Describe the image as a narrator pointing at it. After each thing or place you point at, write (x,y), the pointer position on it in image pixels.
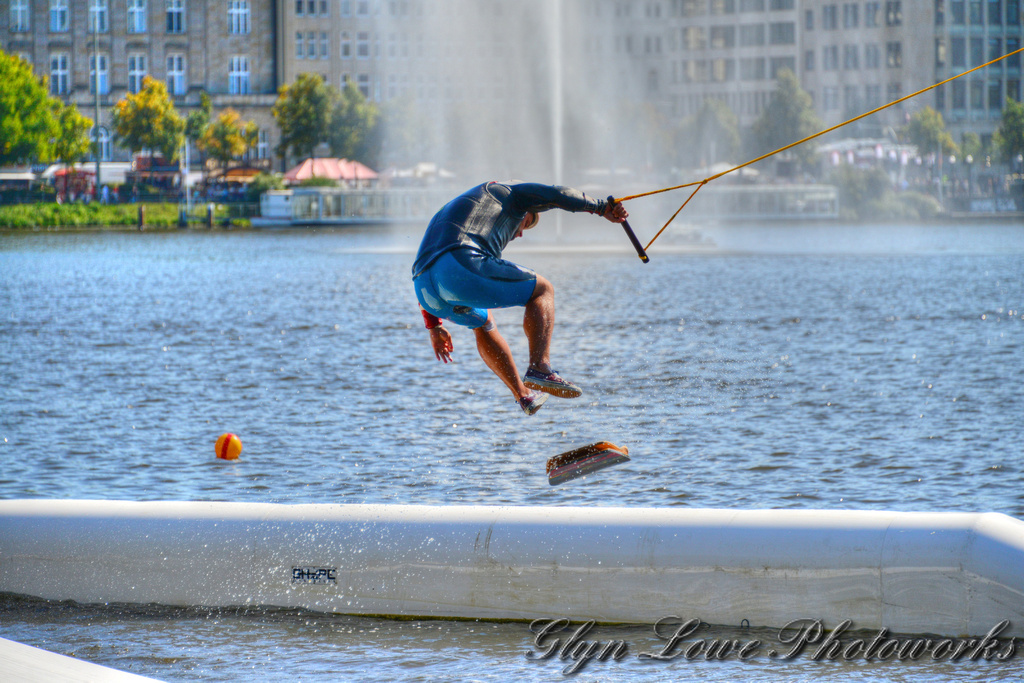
In the center of the image (506,280) there is a person (467,195) wearing blue color dress (505,223). He is jumping holding a rope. At the background of the image (320,20) there is a building (166,2). There are many trees (44,115). At the bottom of the image (535,675) there is water (312,416). At the right side (810,624) bottom of the image (810,624) there is some text (569,651) printed.
